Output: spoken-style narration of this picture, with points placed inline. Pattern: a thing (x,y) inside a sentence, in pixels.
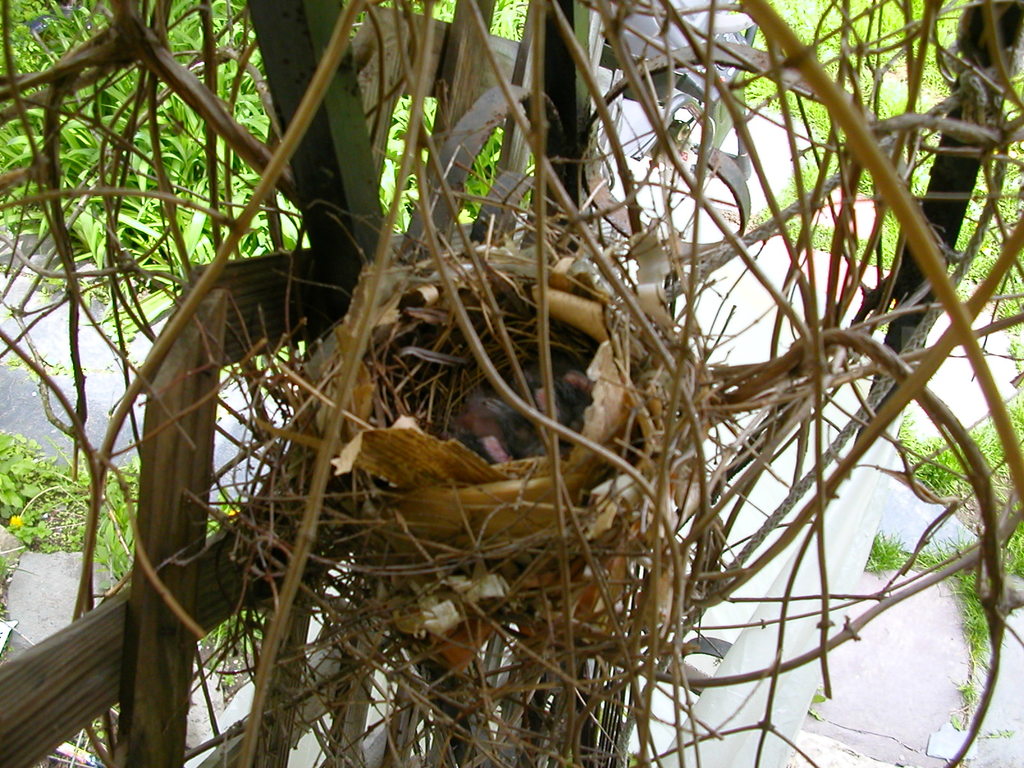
In the center of the image (366,263) there is nest (447,343). There is dried grass (365,383). In the background of the image (5,199) there are plants (389,208).
